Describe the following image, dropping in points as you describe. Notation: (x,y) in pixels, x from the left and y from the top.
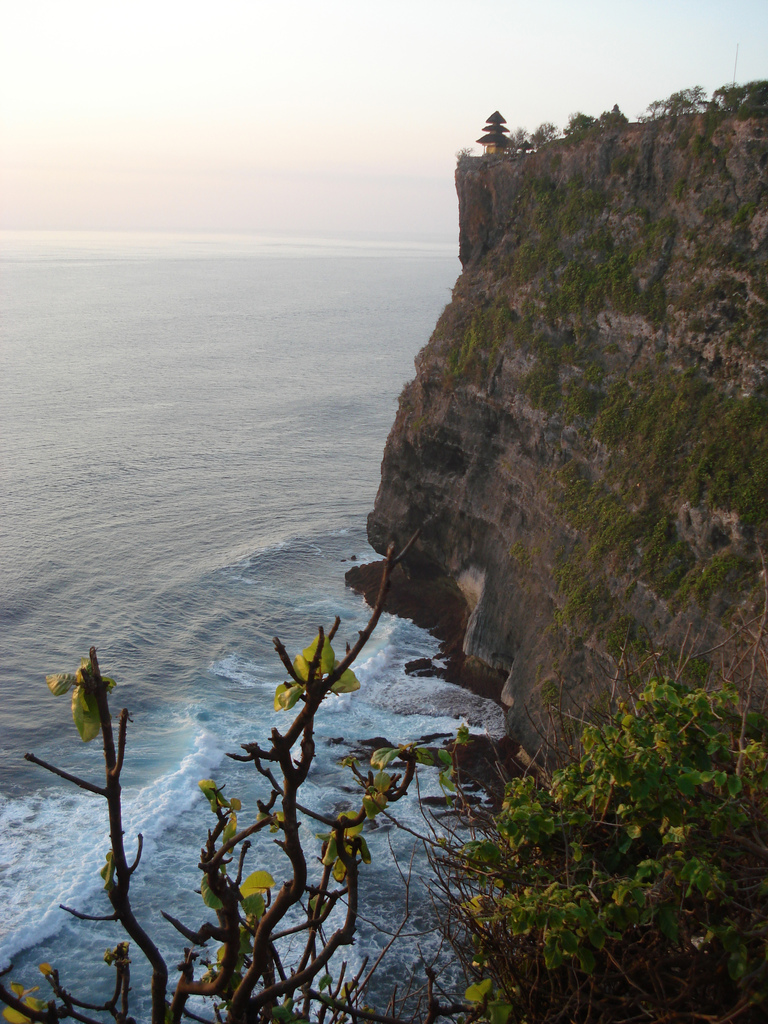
In this picture we can see a hill (642,269) and some plants (639,250), at the bottom (664,908) there are trees (520,922), we can see water (280,425) in the middle (265,374), there is the sky (325,77) at the top of the picture (370,65).
